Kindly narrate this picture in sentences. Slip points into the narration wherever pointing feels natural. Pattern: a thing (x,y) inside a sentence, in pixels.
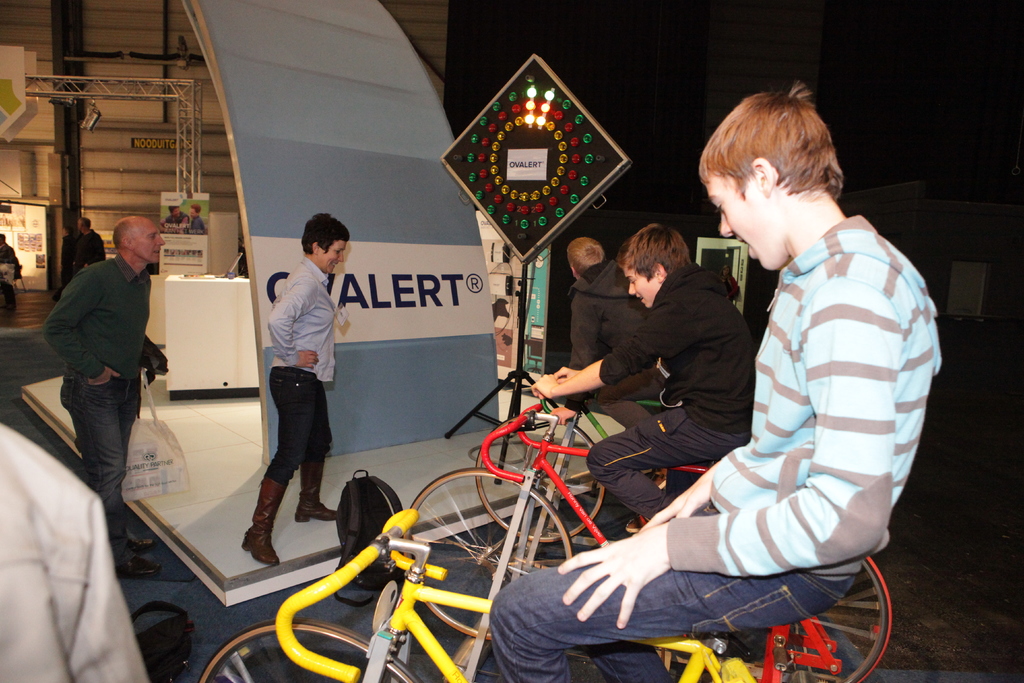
In this image we can see person (582,358) sitting on cycles (475,600). There is a board (555,195) with lights (567,191). Also there are few other people (108,353). In the back (389,220) there is a wall (372,216) with some text (399,307). And there is a person (122,422) holding something in the hand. In the background (40,87) there is stand (111,93) with iron rods (177,139) and there are few other items (166,267).
